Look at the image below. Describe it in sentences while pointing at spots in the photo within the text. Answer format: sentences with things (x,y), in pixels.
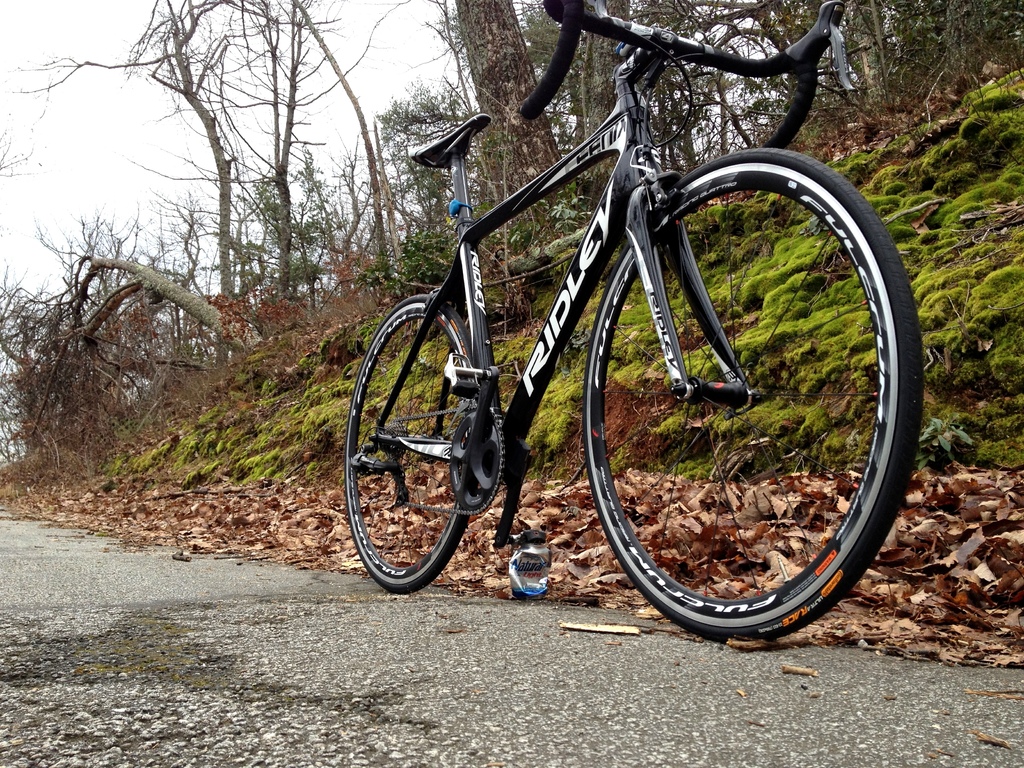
In this picture I can observe a black color bicycle (624,254) on the road (323,608). There are some dried leaves (235,520) on the side of the road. I can observe some dried trees (291,258) in this picture. In the background (99,134) there is a sky (88,155).
